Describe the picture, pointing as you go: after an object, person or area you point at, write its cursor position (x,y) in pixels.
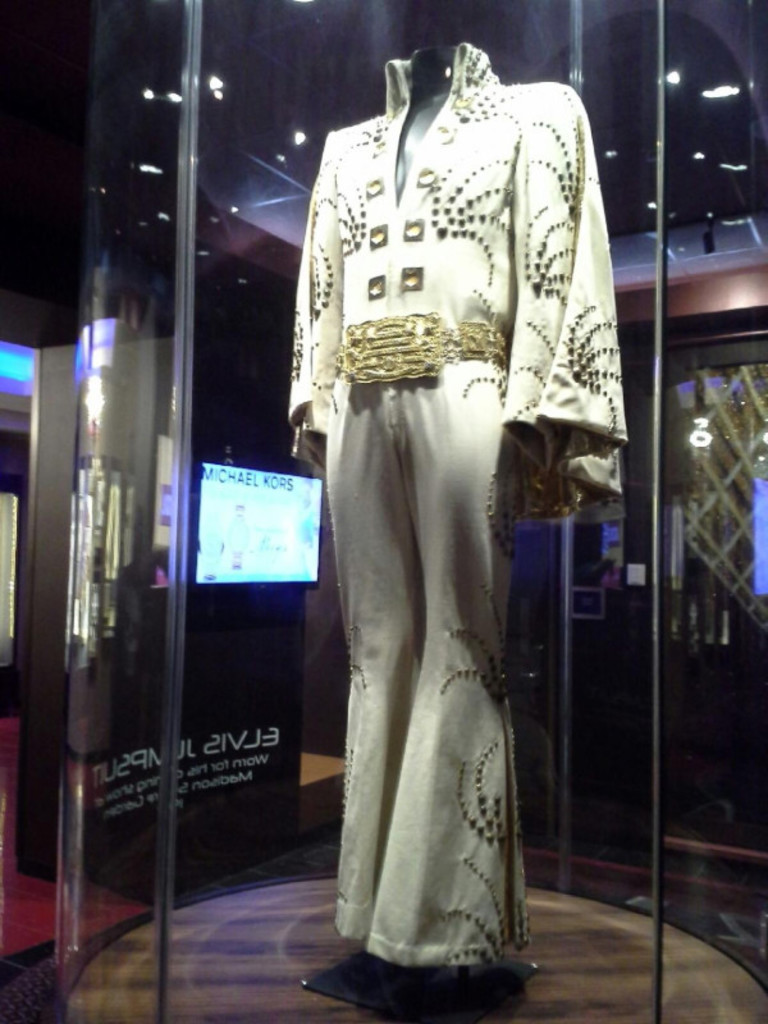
In the picture we can see a white color dress (407,832) with some designs (352,667) and some material structure (463,1016) to it which is placed in the glass substance (253,857) and in the background (262,458), we can see a wall (276,461) with a TV (229,466) and to the ceiling (321,139) we can see the lights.
